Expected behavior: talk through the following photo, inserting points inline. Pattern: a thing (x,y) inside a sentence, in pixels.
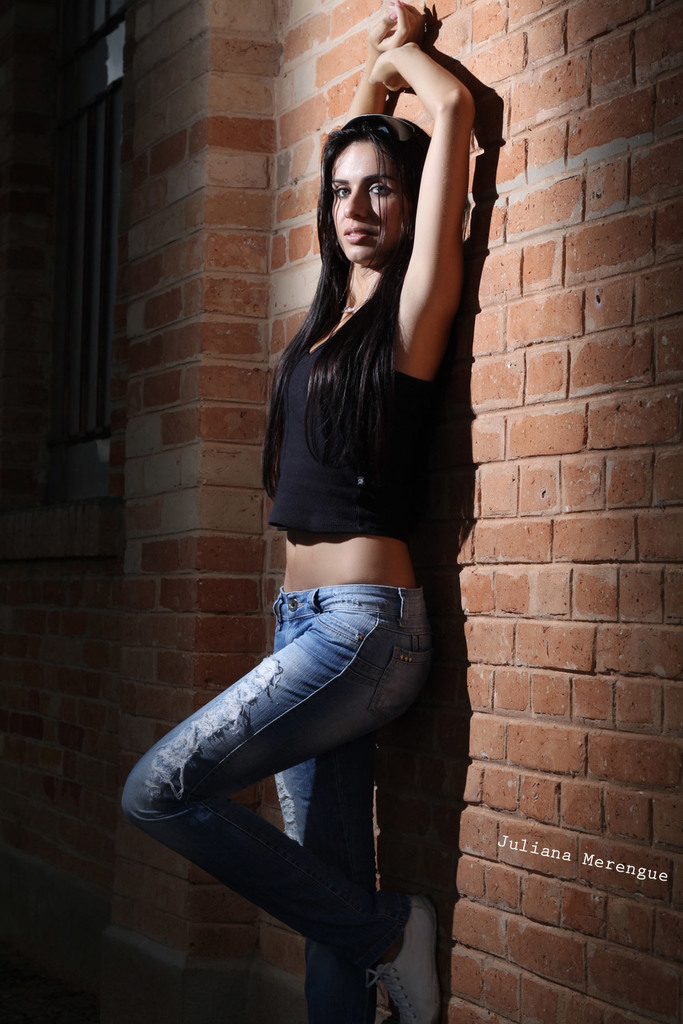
In this picture we can see a woman (390,624) standing, behind we can see the brick wall (502,407).
